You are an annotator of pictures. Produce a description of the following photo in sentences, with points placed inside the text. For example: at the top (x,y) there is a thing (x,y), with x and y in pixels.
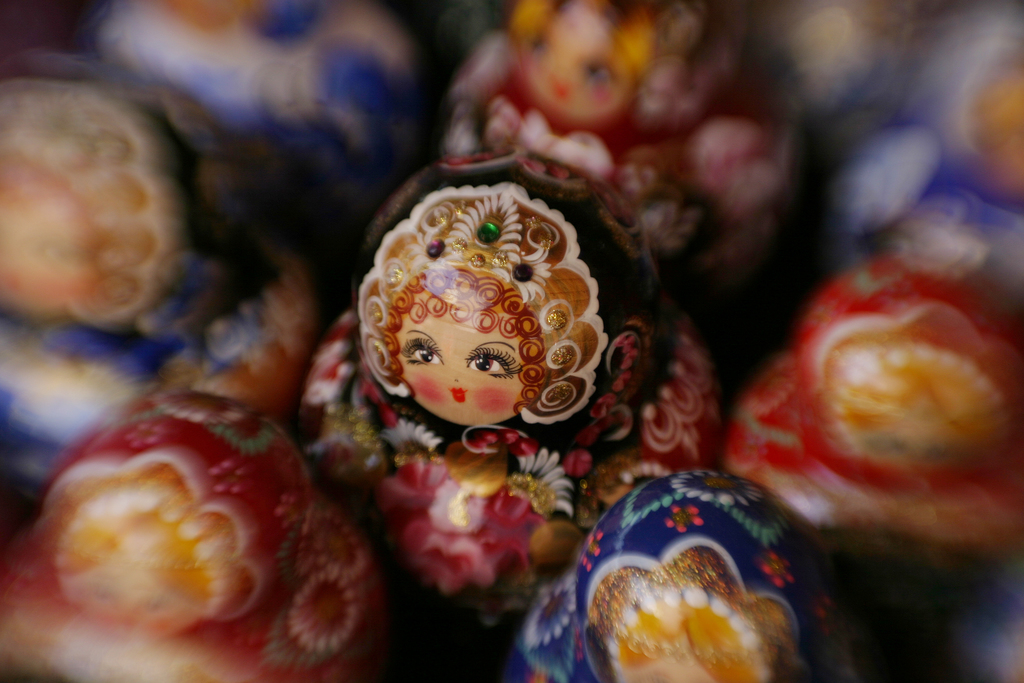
This picture contains many crafted wooden dolls (516,321) which are in pink, red and blue color. In the background (927,192), it is blurred.
